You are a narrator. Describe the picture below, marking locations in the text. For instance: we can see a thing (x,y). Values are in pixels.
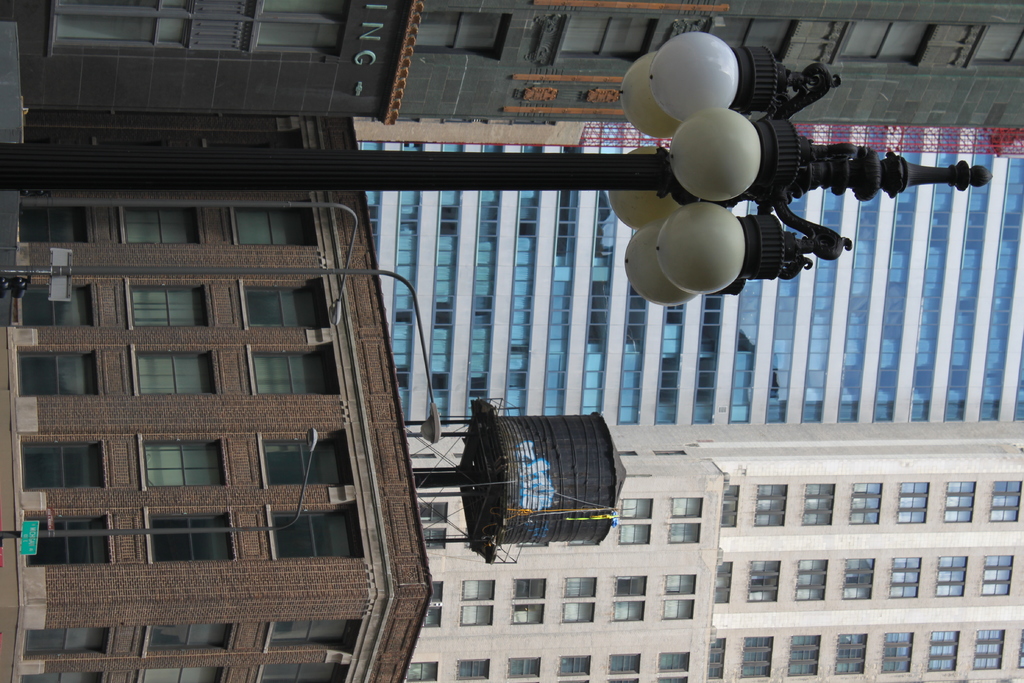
In this image we can see a few buildings (249,364), there are some poles (187,274), lights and windows (439,515), at the top of the building (257,421) it looks like a water tank (601,435).
